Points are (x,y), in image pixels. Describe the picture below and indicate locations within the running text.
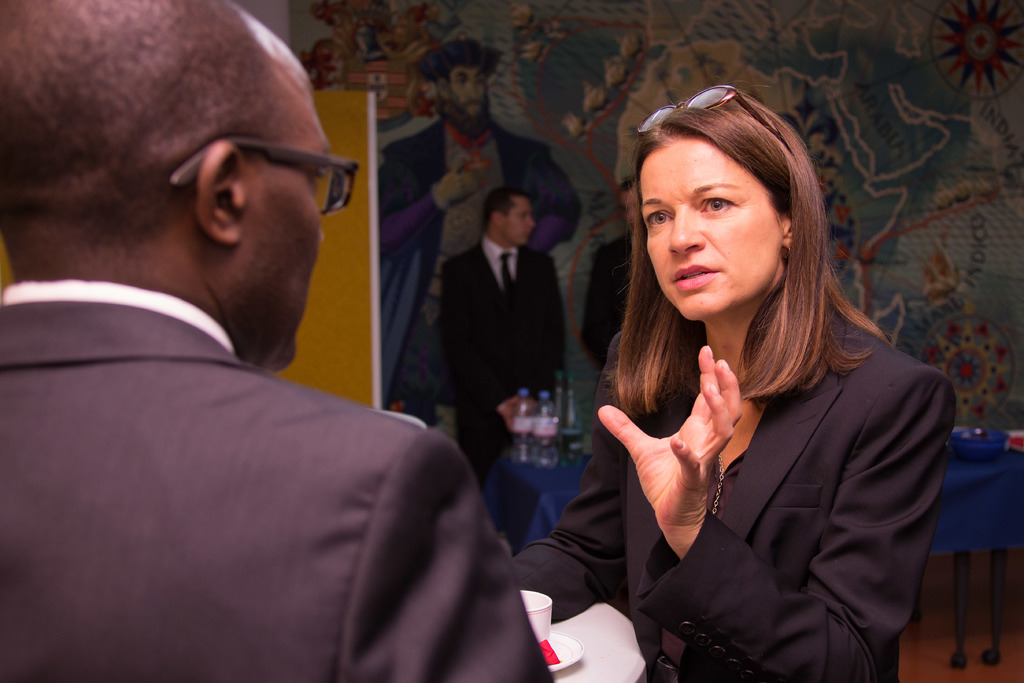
In the picture I can see a man (191,459) and woman (779,457) wearing black color dress (360,468) discussing between themselves and in the background of the picture (489,313) there is a person (477,289) wearing black color suit (461,291) standing behind table (958,474) on which there are some bottles (543,423) and other things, there is a wall (499,57) which is painted of different images (465,111).
